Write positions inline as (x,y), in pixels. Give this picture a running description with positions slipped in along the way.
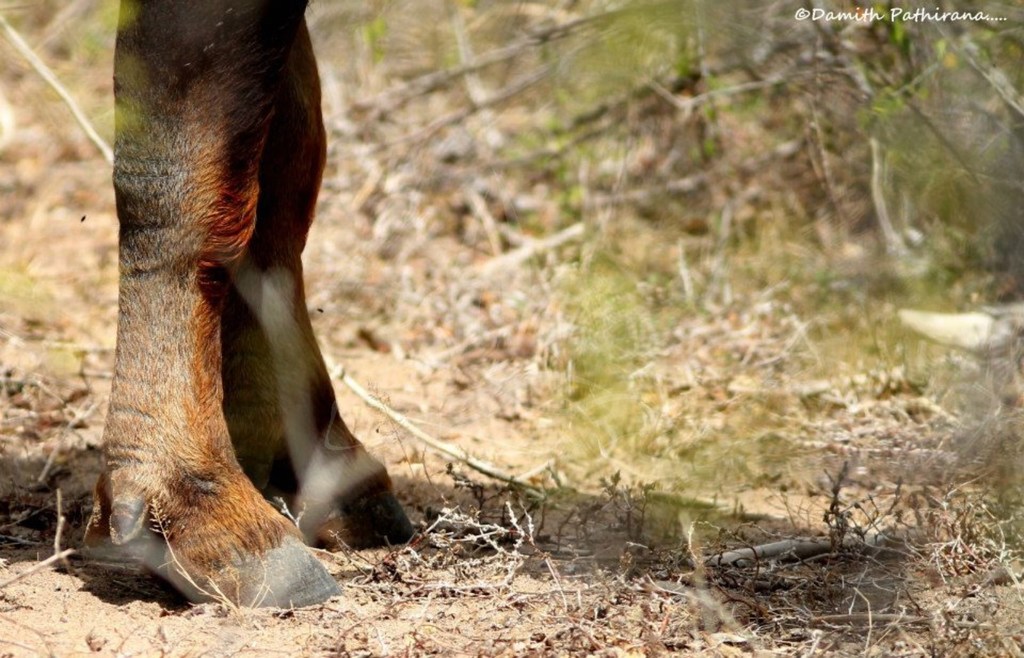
In the foreground of the picture (900,540) we can see twigs (953,531), sand (102,607), dry grass (943,557) and legs (197,172) of an animal (178,244). The background (648,157) is blurred.
